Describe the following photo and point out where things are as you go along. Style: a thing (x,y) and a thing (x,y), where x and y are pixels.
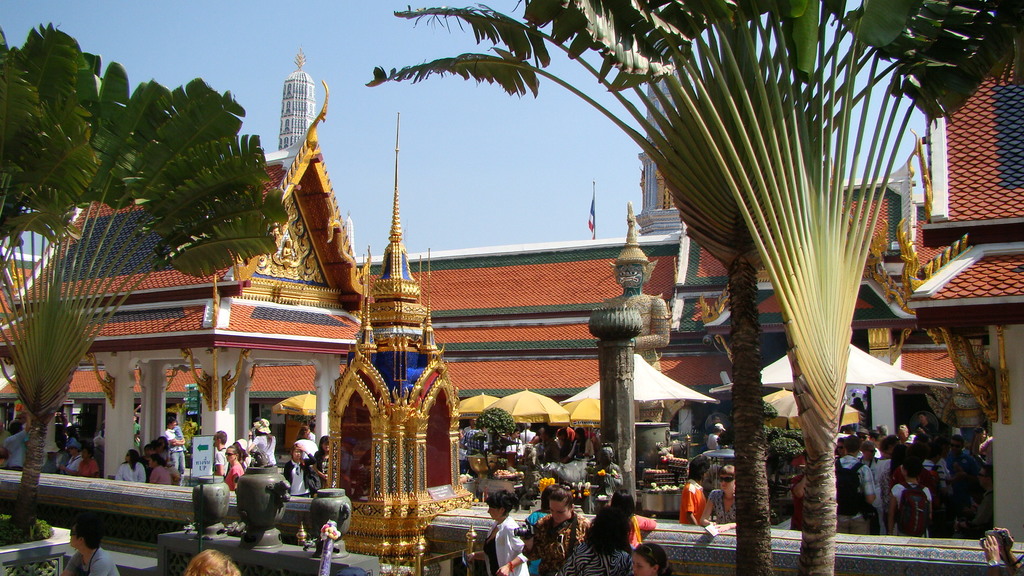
In this picture we can see a building (510,377), plants (720,159), sculpture (664,342), tents (554,410), flag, group of people (690,505), boards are there. At the top of the image (350,171) sky (455,116) is present.
